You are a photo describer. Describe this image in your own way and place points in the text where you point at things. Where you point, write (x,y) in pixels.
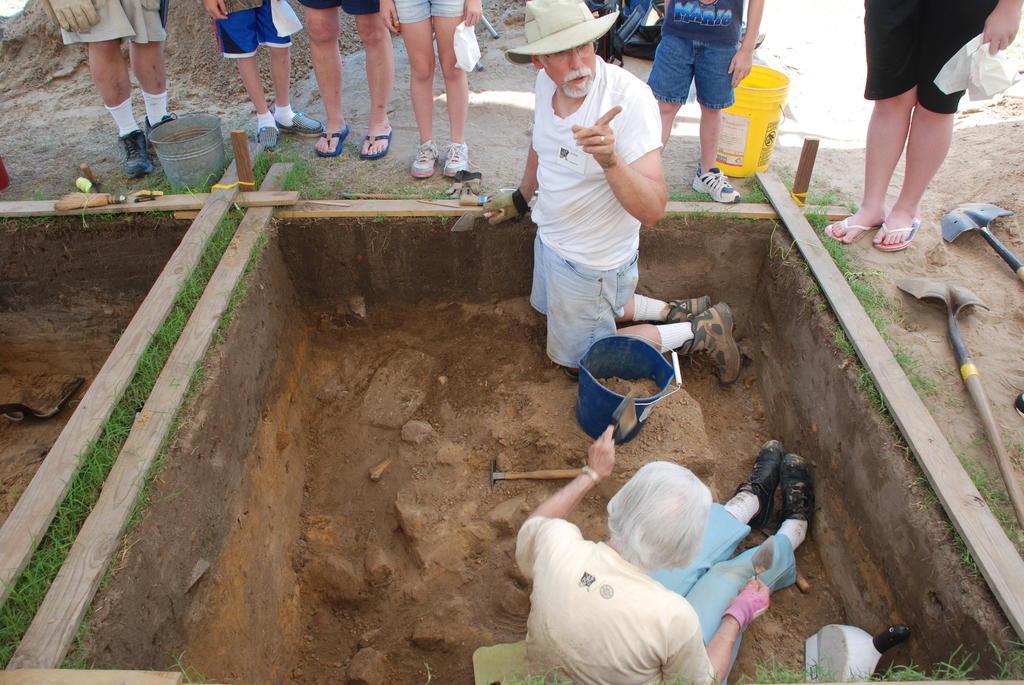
This picture is clicked outside. In the foreground (446,242) we can see a person (720,567) sitting on the ground (795,642) and we can see there are some tools (988,230) and buckets (645,400) placed on the ground (485,402) and we can see the mud (537,401), some portion of green grass (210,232) and group of persons (424,6) standing on the ground (842,191). In the background (623,18) we can see some other objects (616,35).
